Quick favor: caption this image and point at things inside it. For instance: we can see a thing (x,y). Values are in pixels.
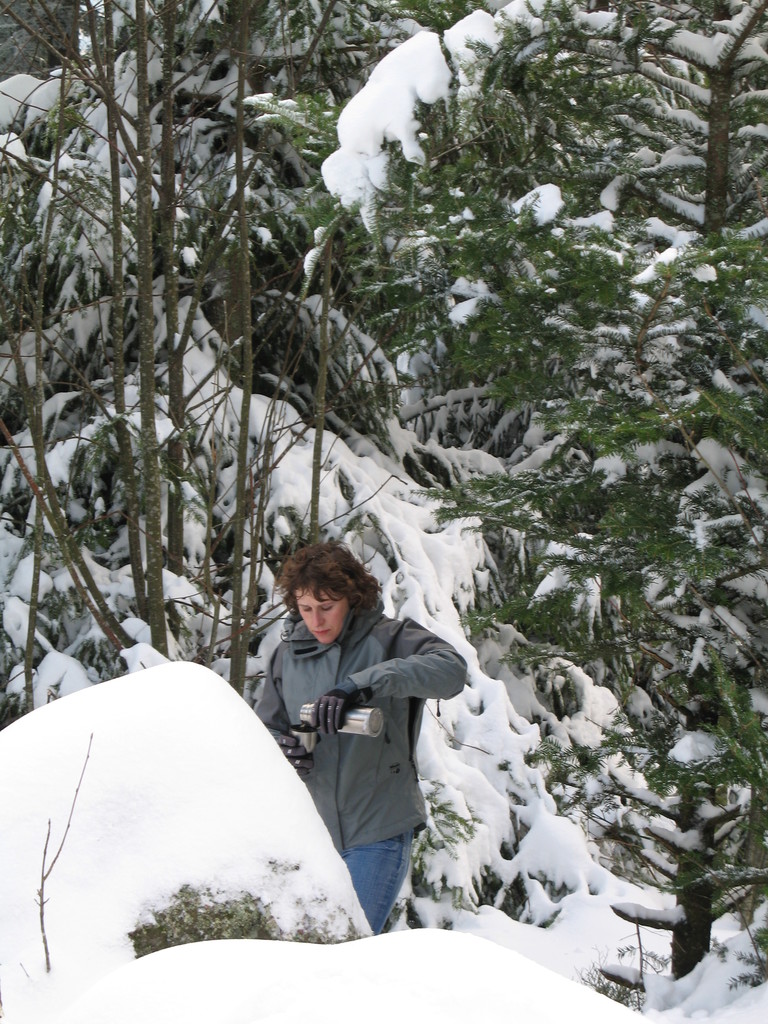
In this image I can see in the middle (315,570) a woman (378,800) is holding a steel bottle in her hand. She wore coat (404,773), trouser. There is snow (348,194) on these trees (428,705) and there are green trees (473,337) in this image.
